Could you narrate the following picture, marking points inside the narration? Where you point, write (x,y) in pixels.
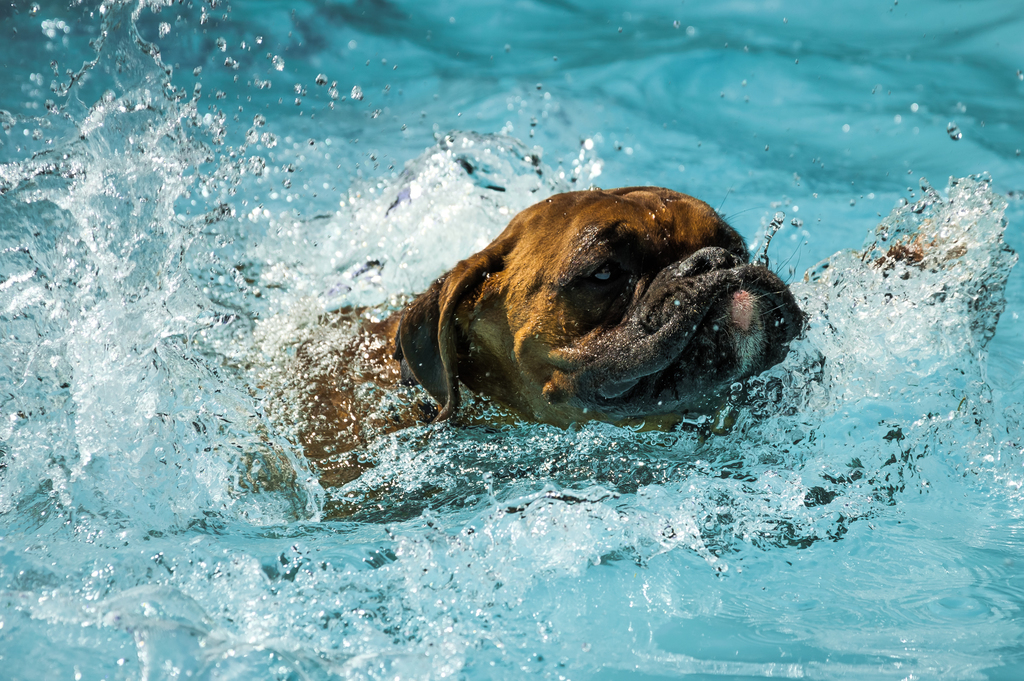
In this image, we can see a dog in the water (396,478).
